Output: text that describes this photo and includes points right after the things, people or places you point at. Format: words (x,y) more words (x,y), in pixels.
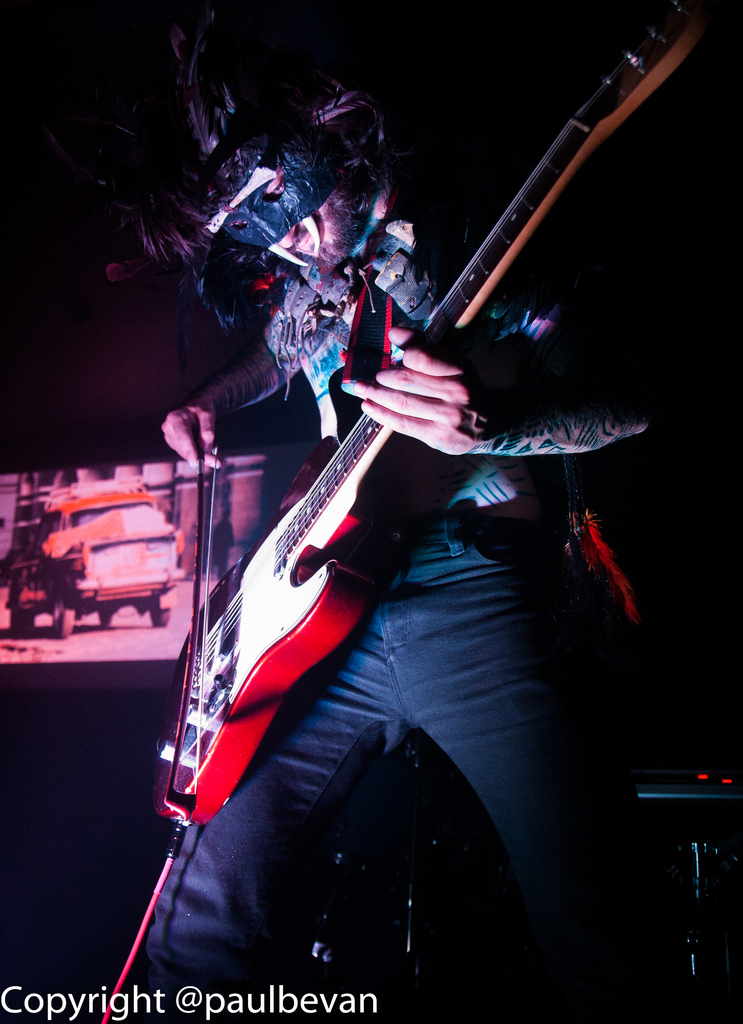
In this picture there is a person (462,556) standing and holding guitar (331,518). In this background (139,565) we can see screen (100,614).
